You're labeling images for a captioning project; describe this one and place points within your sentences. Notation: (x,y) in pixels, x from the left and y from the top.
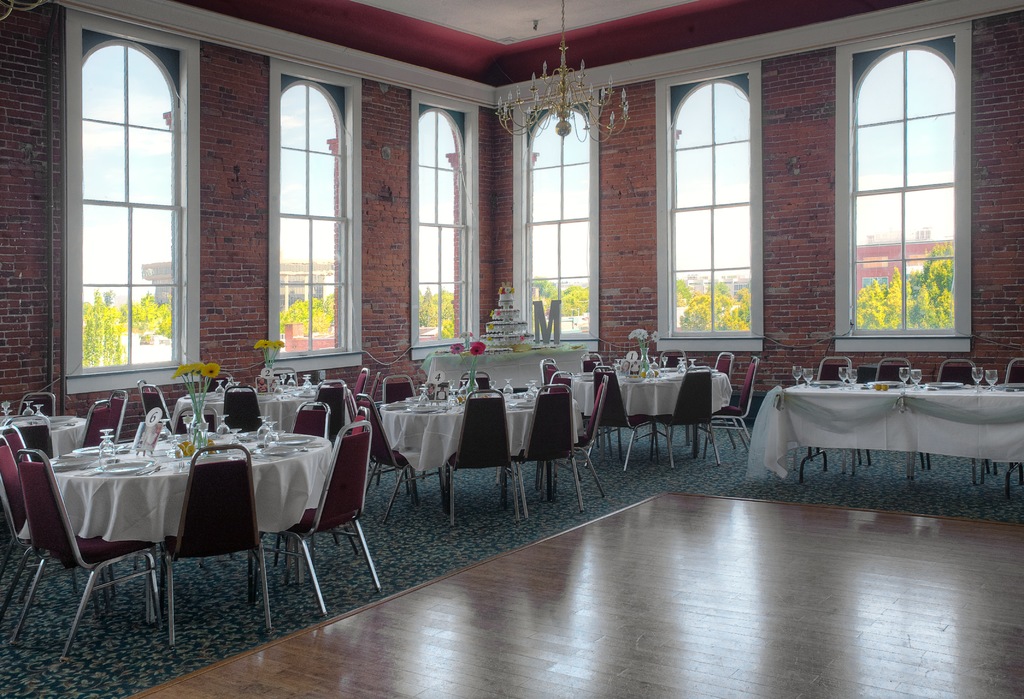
In this image I can see few chairs (233,414) and I can see few glasses (279,381), plates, flower pots (262,346) and few objects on the tables (484,369). I can see few windows (165,245), trees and the sky (155,182).
